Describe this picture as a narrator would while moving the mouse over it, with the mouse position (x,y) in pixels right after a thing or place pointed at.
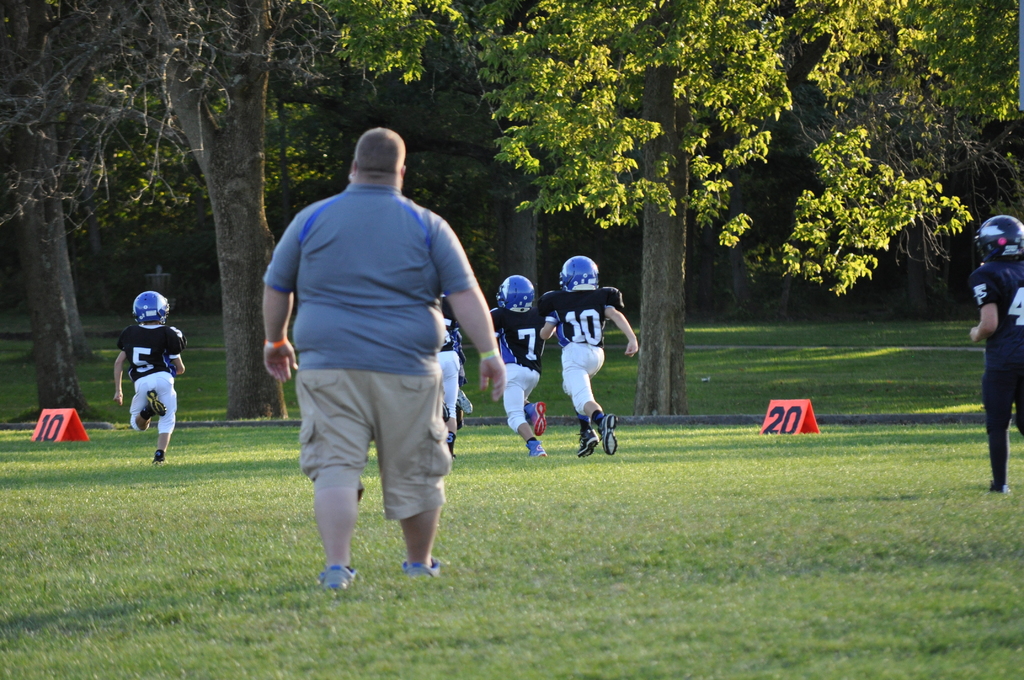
In this image I can see few people (315,299) and wearing different color dress (380,384). Back I can see a trees (781,97) and red color board (786,427) on the ground (730,401).
